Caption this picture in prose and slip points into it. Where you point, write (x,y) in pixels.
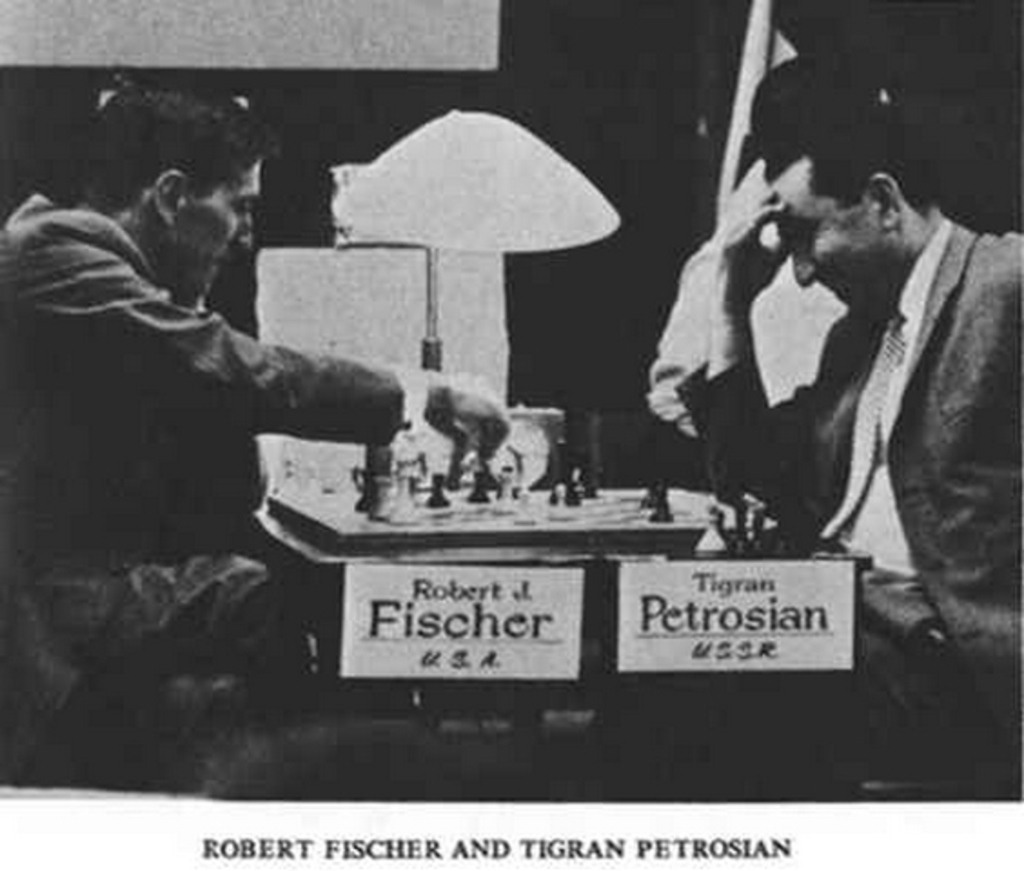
In this picture we can see two people (14,435) are sitting on the chairs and playing chess (605,523), which is place on the table (587,564).
